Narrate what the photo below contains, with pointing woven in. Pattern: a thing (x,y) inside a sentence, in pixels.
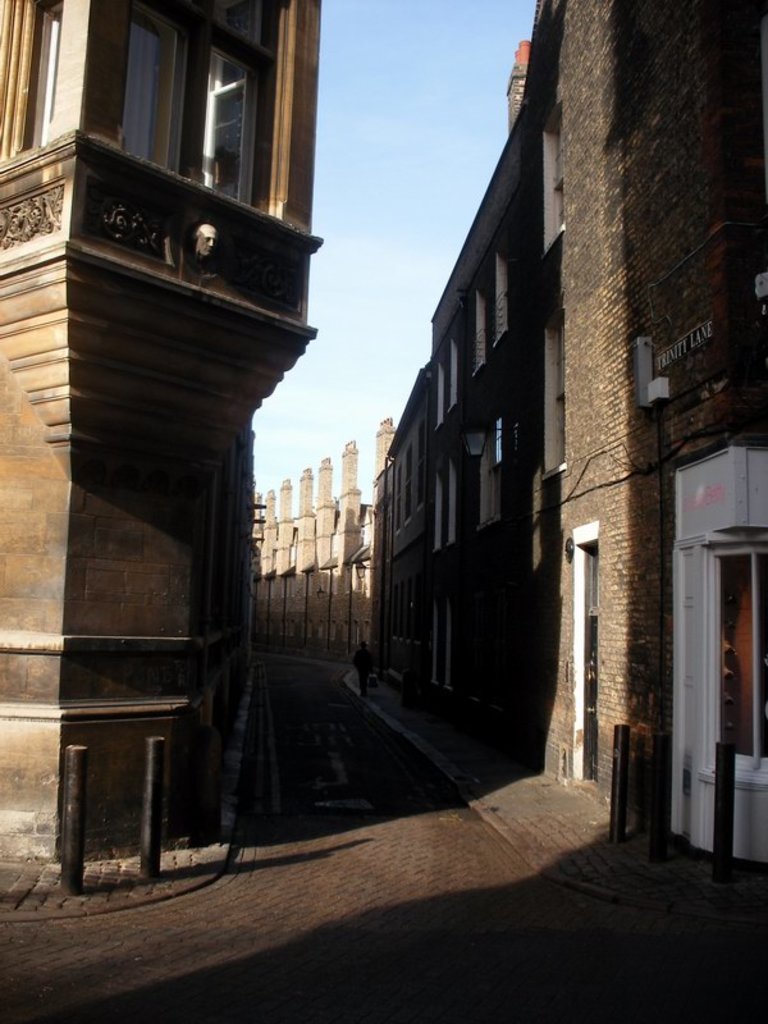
In this picture I can see the road (306,788) in between the buildings (180,604).
